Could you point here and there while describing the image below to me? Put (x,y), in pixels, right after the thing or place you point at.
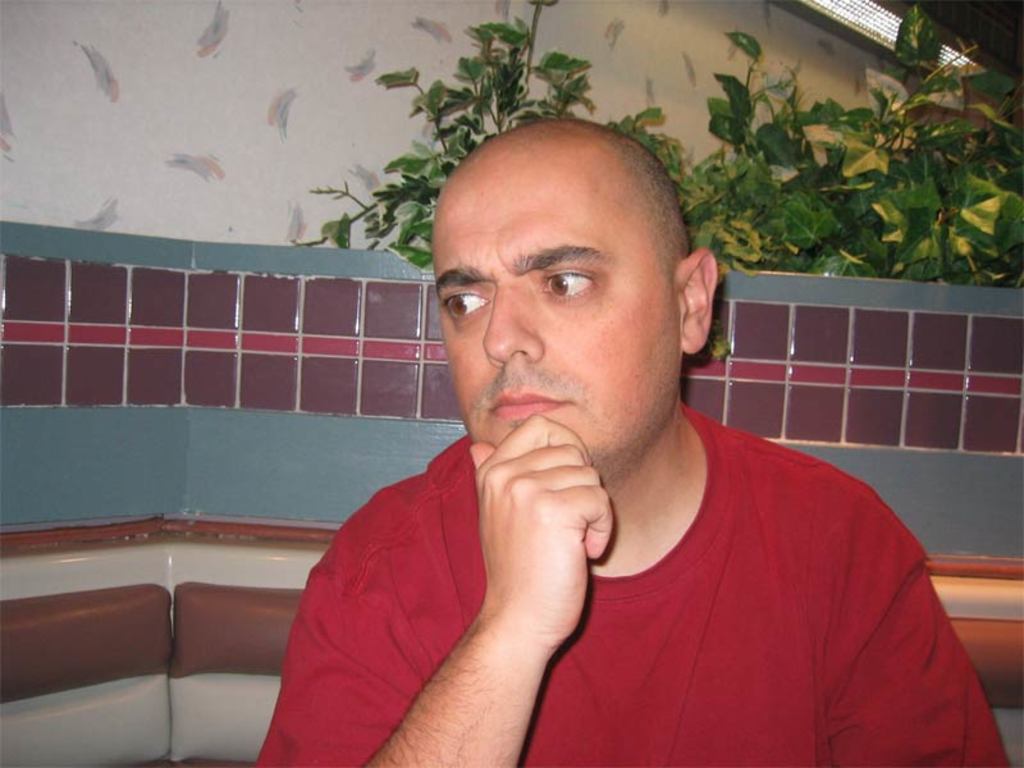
In this picture we can see a man (483,340), he wore a red color T-shirt (739,562), behind to him we can see few plants (888,212).
